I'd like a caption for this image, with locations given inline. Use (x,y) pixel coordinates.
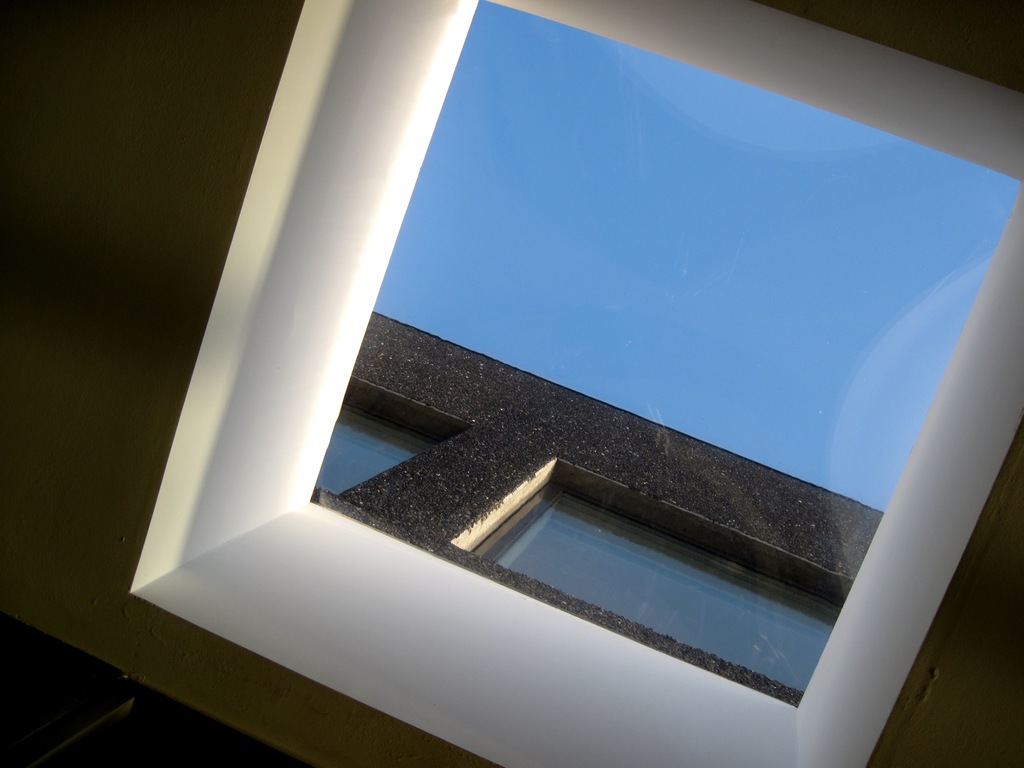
In this picture I can see glass (697,313) to the ceiling (968,746) from the glass (579,217) I can see sky (568,243).
